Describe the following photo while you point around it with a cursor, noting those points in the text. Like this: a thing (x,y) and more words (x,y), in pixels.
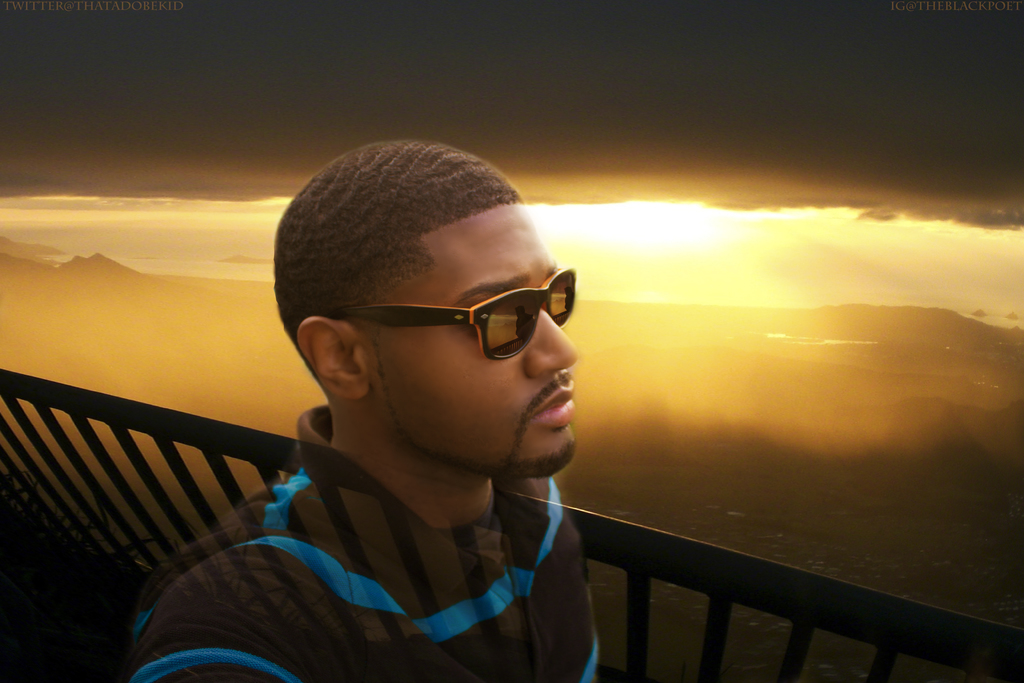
This is an edited image. We can see a person (490,347) wearing spectacles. We can see the fence (86,409). We can see the sky (863,283) with clouds (835,50).
